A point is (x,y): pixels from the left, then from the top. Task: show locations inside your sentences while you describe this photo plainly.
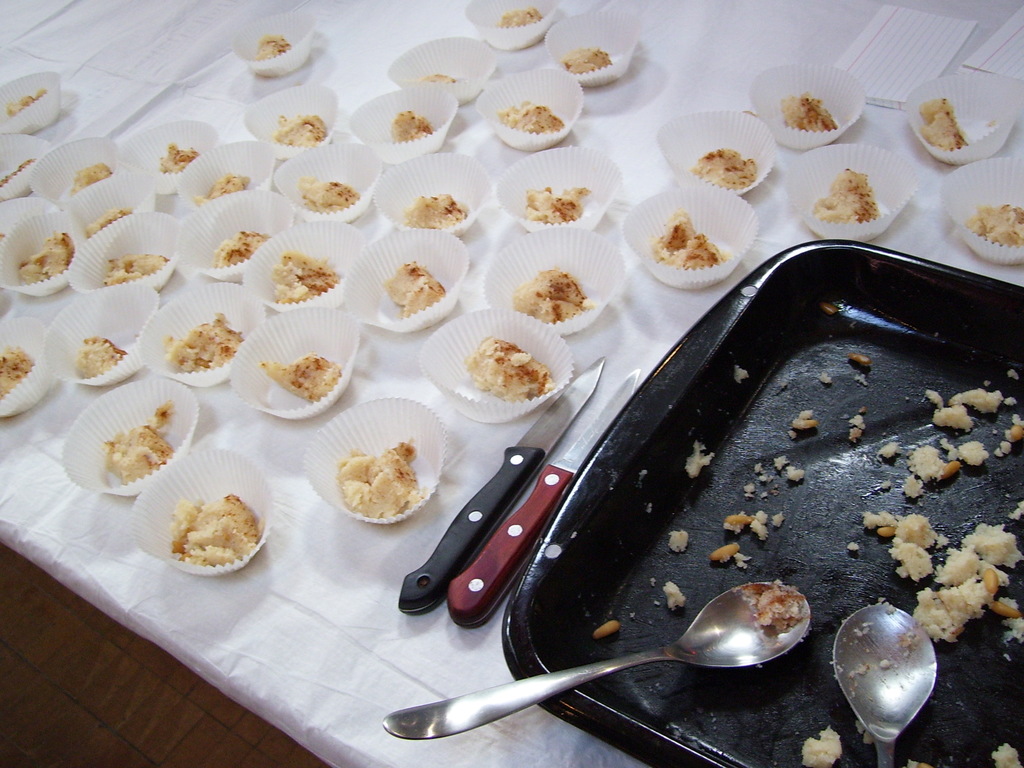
In this image we can see a tray (1001,302) with the spoons (870,730), the knives (539,500), tissue papers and a group of cups (432,475) with some food (538,281) in them which are placed on a table (475,466).
